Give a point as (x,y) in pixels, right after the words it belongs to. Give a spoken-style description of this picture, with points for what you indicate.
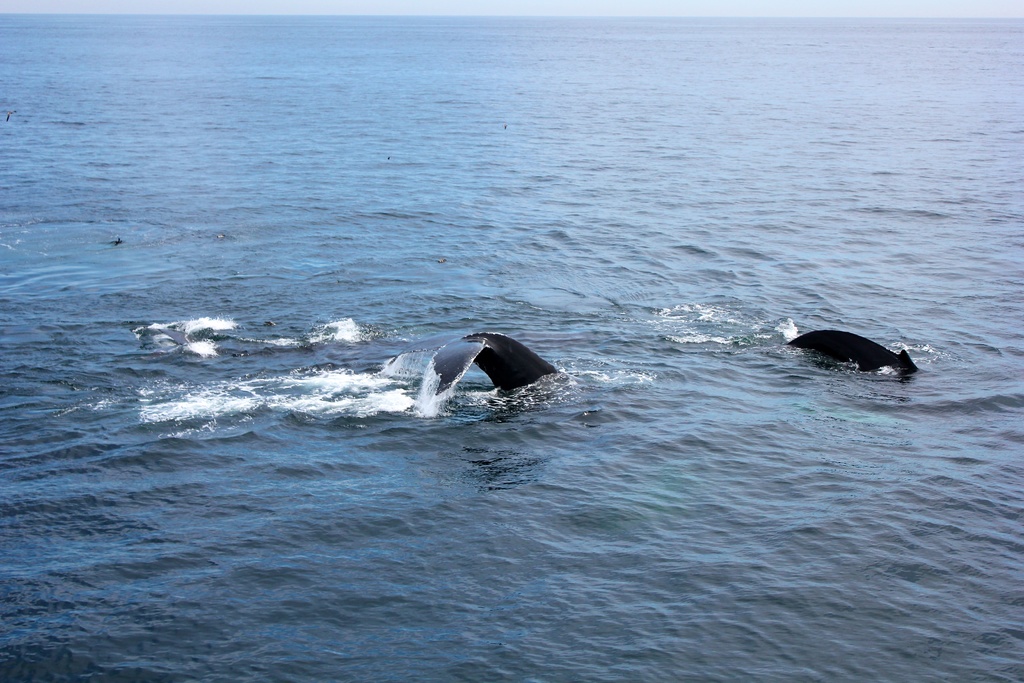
In this image we can see sea animals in the water (448,170).
